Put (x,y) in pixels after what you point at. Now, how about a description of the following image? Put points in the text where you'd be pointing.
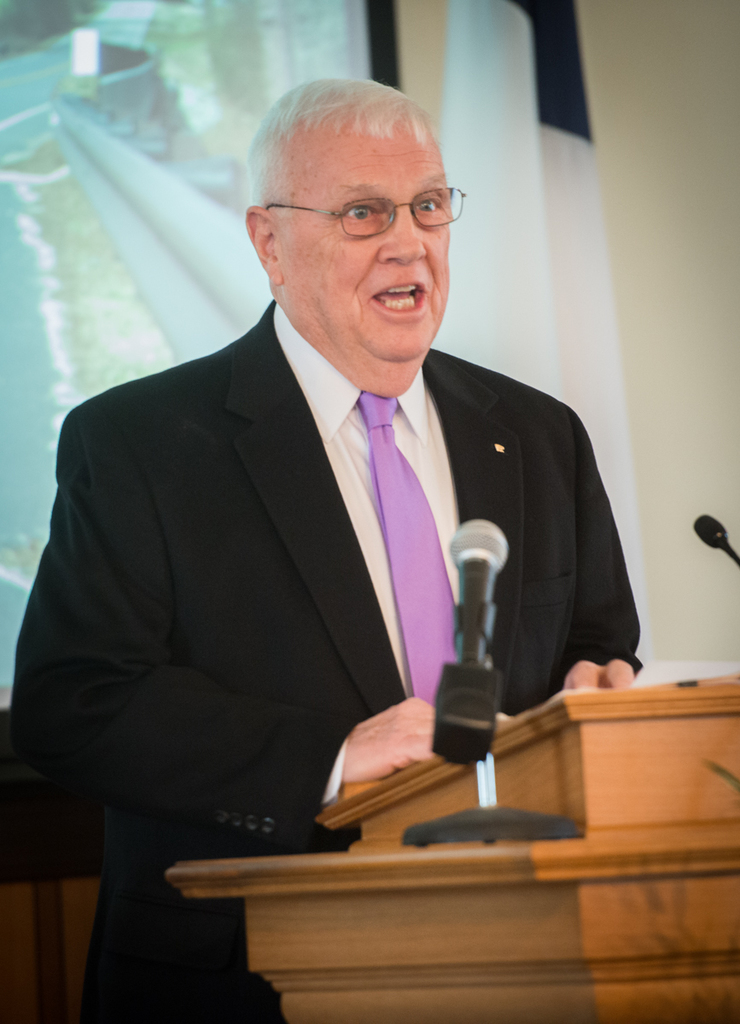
In this image we can see a person (372,382) wearing specs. Also there is a podium (440,868). There are mics (464,626). In the back (613,166) there is a wall (603,90). Also there is a screen (98,149).
